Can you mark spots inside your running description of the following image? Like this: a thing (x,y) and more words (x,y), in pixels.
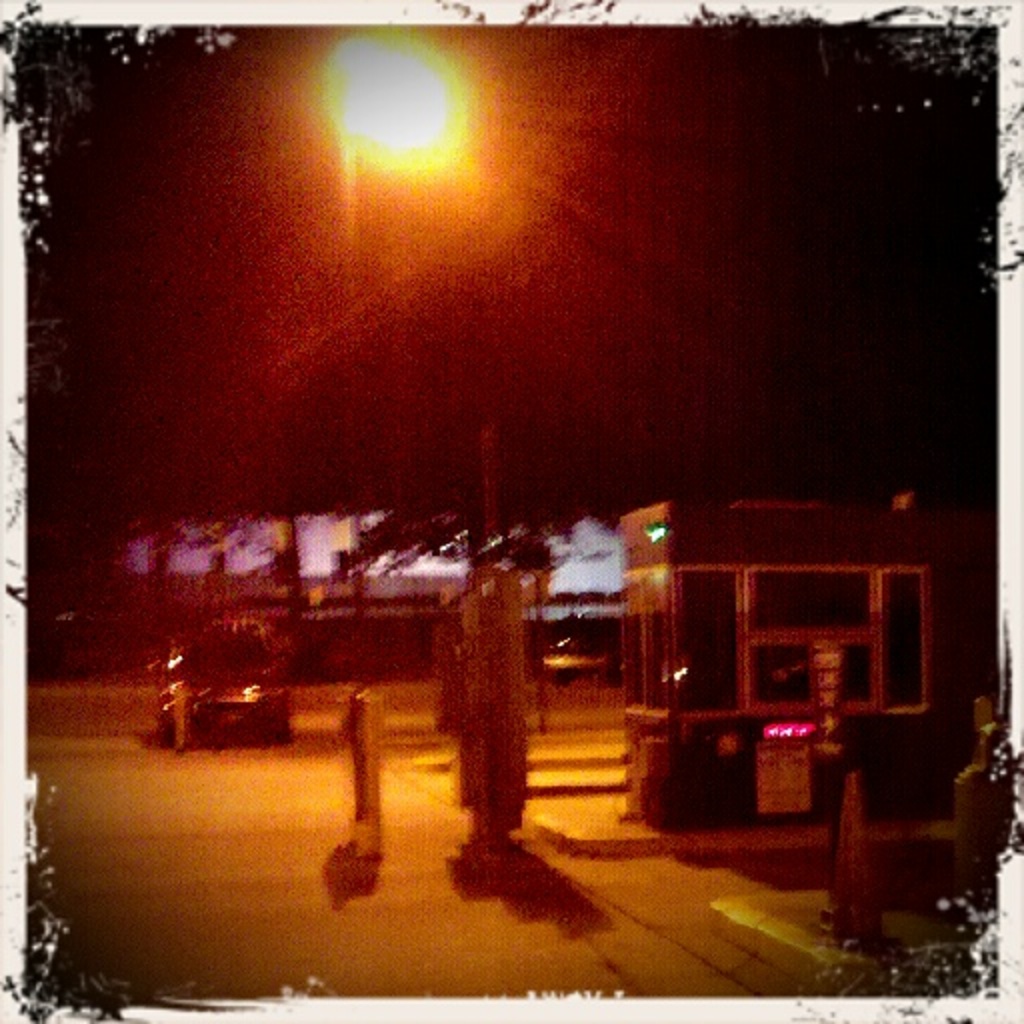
In the picture we can see a night view of the street (616,869) and some small house (631,607) with a glass window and besides to it, we can see a pole (506,820) with a street light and in the background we can see some cars (221,662) are parked on the road (124,784).
